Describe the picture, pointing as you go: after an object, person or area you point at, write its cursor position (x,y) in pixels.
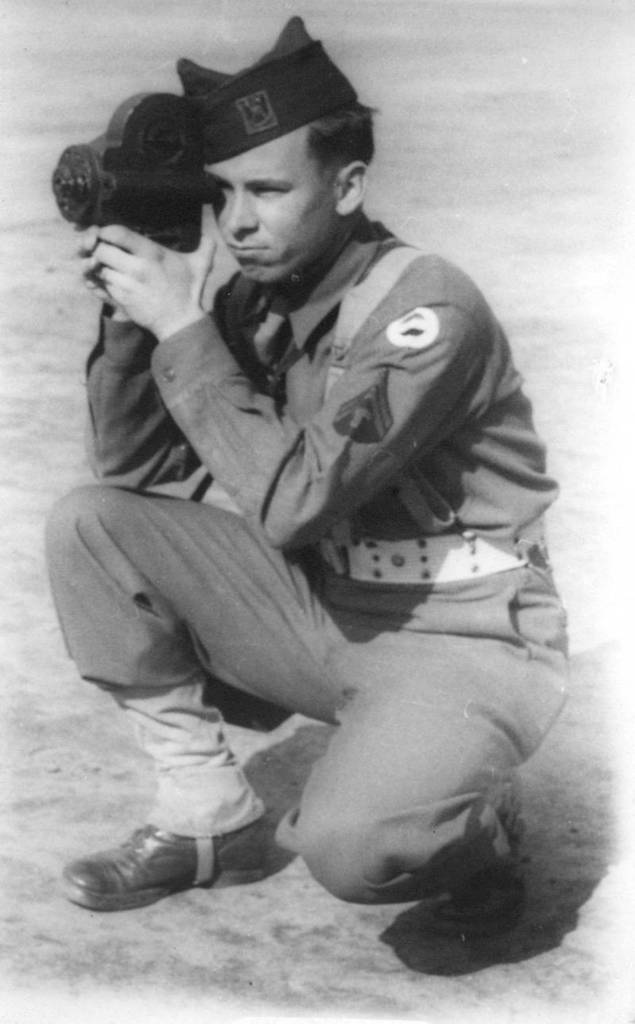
In this image we can see a man (253,235) wearing the cap (206,156) and also the uniform (212,368) and holding an object (148,236). We can also see the land (29,426) in the background (551,256).
